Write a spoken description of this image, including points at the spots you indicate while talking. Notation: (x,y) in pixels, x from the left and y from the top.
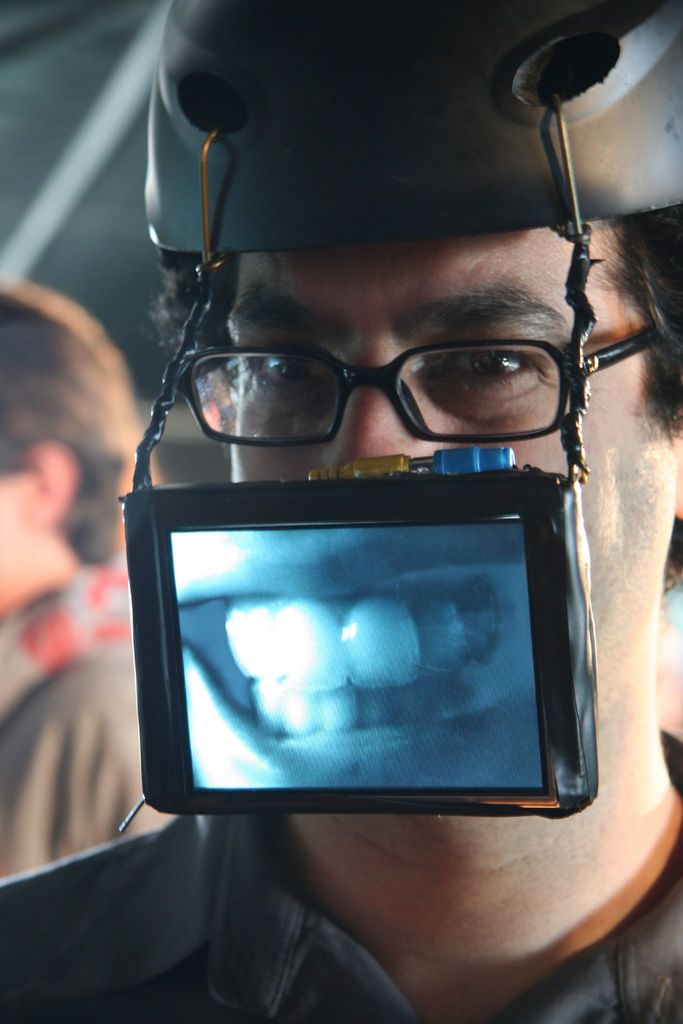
Here I can see a man (453,930) wearing a shirt (202,923) and cap (346,107) on the head (544,113). Here I can see a small screen (328,527) which is attached to his cap (356,141). On the screen (346,595) I can see his teeth (416,639). In the background (70,485) there is one more person (64,677) facing towards the left side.
